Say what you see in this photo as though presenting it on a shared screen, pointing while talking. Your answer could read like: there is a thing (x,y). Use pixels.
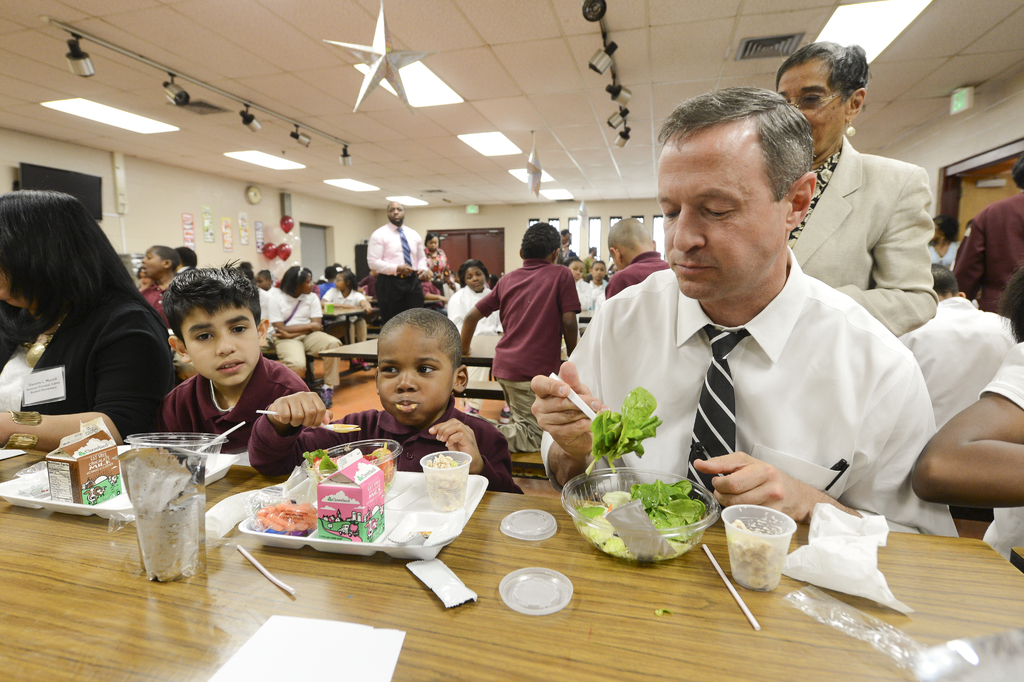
In this picture I can see on the right side (757,414), a man (770,442) is sitting and eating the food (624,443). He wore tie (734,419), shirt (670,390) beside him two kids (412,399) are also trying to eat food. They wore dark red color t-shirts (238,435), on the left side (123,324) there is a woman (90,335) she wore black color coat (106,355). At the top (557,191) there are ceiling lights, at the back side (315,320) few people (372,287) are sitting. At the bottom (408,599) there are food items (634,426) on this table (260,609).
